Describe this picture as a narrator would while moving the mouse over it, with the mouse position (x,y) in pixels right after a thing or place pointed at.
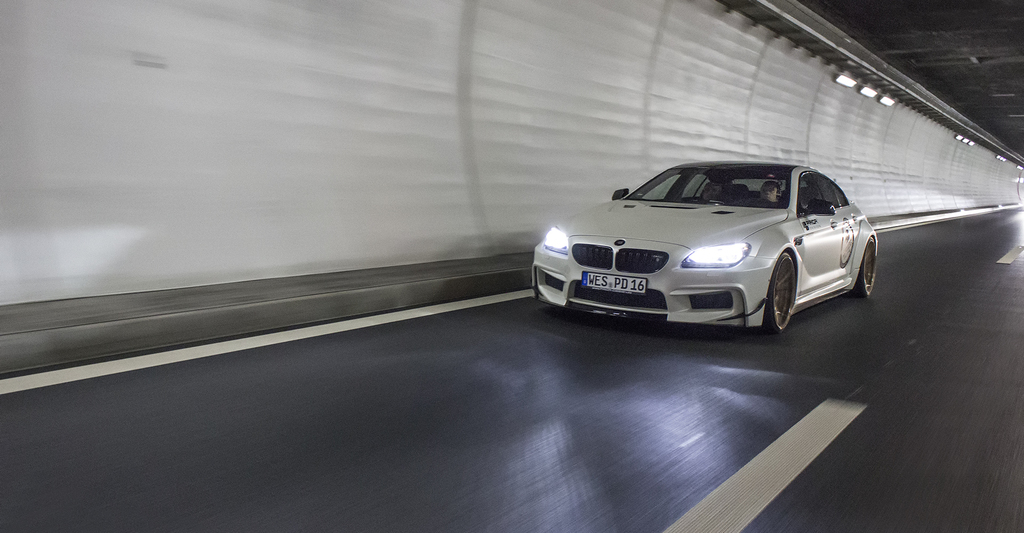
This image consists of a car (709,296) in white color. At the bottom (508,419), there is a road (356,453). On the left (277,149), there is a wall (670,110) along with lights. At the top (966,76), there is a roof (985,70).
